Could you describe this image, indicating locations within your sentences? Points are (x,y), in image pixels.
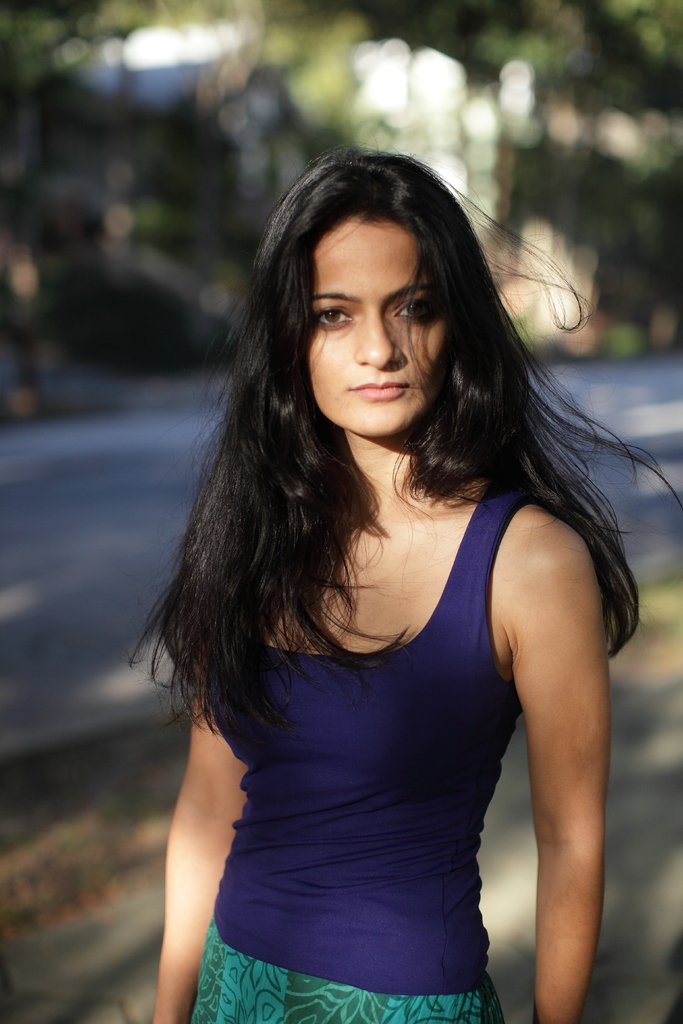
In this image I can see a woman (208,568) wearing a blue color baniyan (375,669) standing on the floor (101,950).
